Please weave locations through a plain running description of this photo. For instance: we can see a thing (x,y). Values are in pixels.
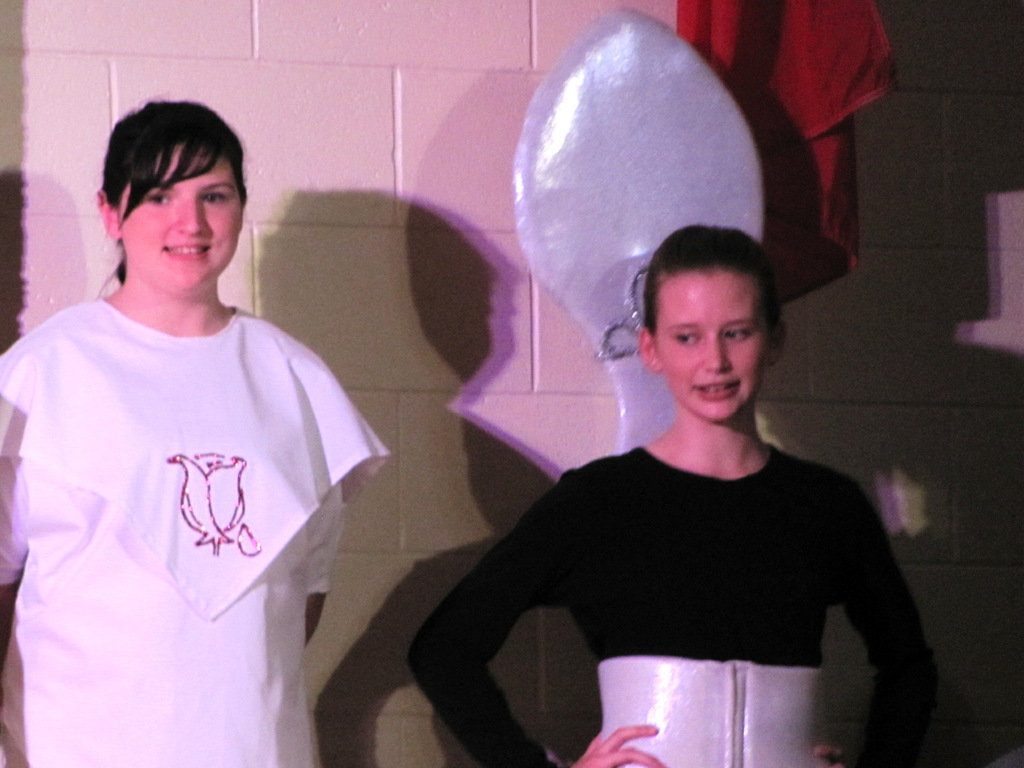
In this picture we can see two persons (264,407) standing here, they wore costumes (878,582), in the background (394,96) there is a wall (436,97), we can see a cloth (819,78) here.
